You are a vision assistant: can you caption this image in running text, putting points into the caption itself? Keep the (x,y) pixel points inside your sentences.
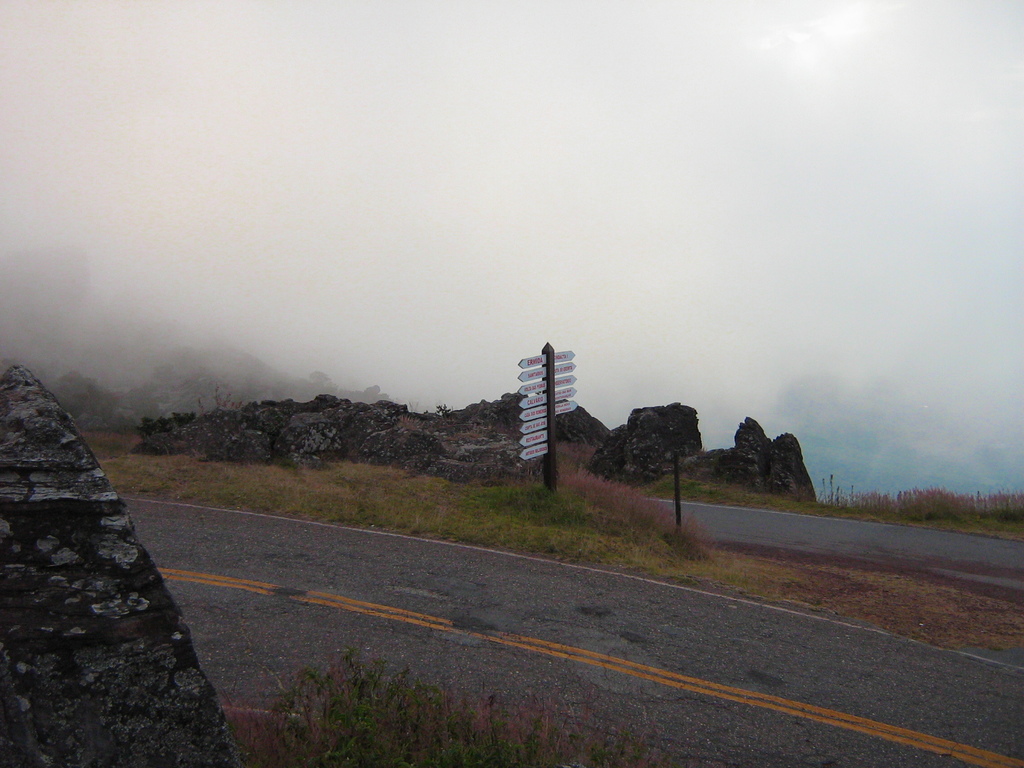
In the image there is a road (406,599) in the front (478,641) with plants (506,746) on either side of it followed by rocks (447,423) in the back (583,425) and above its sky (642,188) with clouds (401,191).
